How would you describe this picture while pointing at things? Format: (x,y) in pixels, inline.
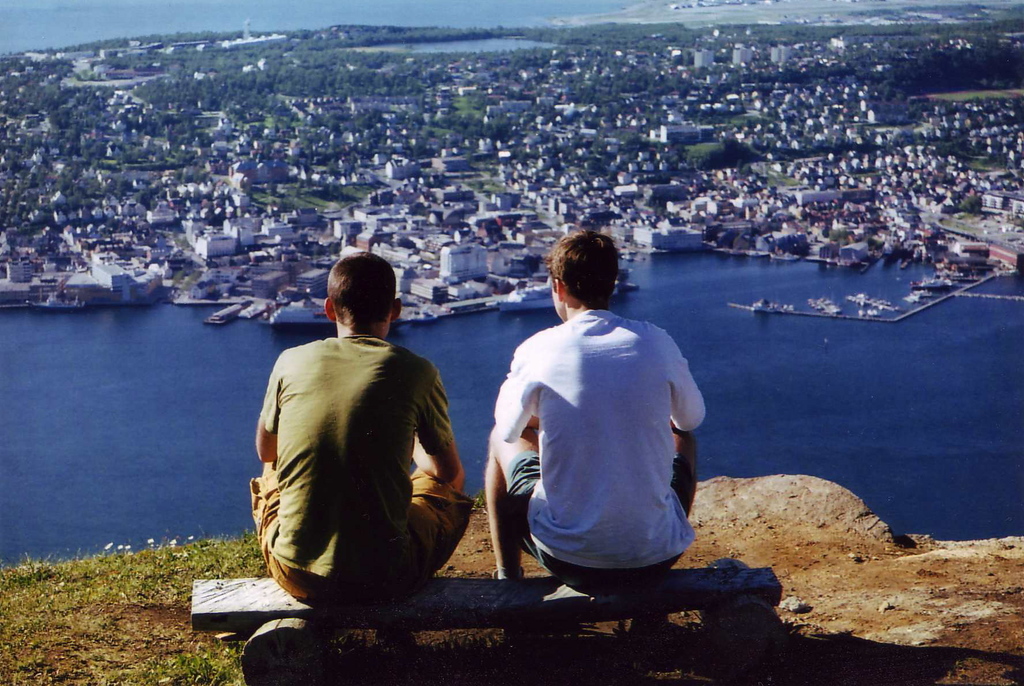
This image is taken outdoors. At the bottom of the image (104,649) there is a ground (681,674) with grass (106,641) on it and there is a rock (787,493). In the middle of the image (611,361) two men (409,438) are sitting on the bench (287,598) and there is a river (135,381) with water (493,339). At the top of the image (102,25) there is water (447,13). There are many houses (460,227) and buildings (294,218) with walls (212,249), windows (470,252), doors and roofs (778,207). There are many trees (291,67) and plants (366,87) on the ground (945,94). There are a few boats (822,302) on the river (910,268).
